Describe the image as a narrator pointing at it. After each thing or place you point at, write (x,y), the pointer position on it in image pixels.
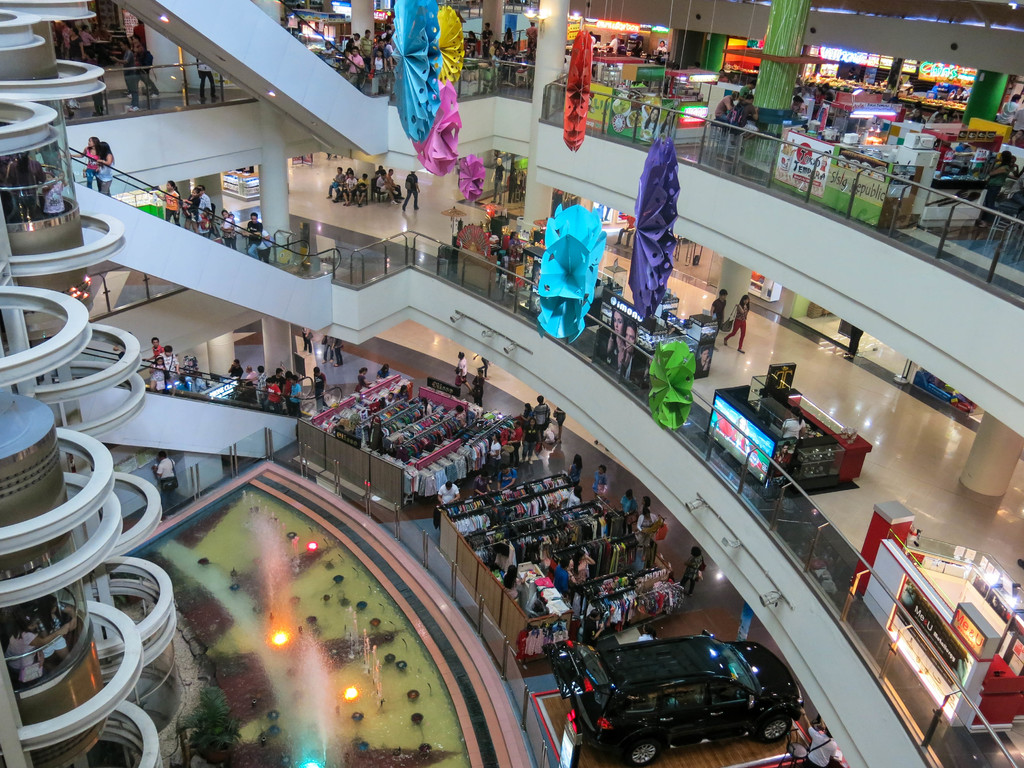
In this picture we can see inside view of this building (914,452), here we can see people (582,566), clothes (541,631), vehicle (552,653), screen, posters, pillars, lifts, escalators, wall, lights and some objects (595,269).
